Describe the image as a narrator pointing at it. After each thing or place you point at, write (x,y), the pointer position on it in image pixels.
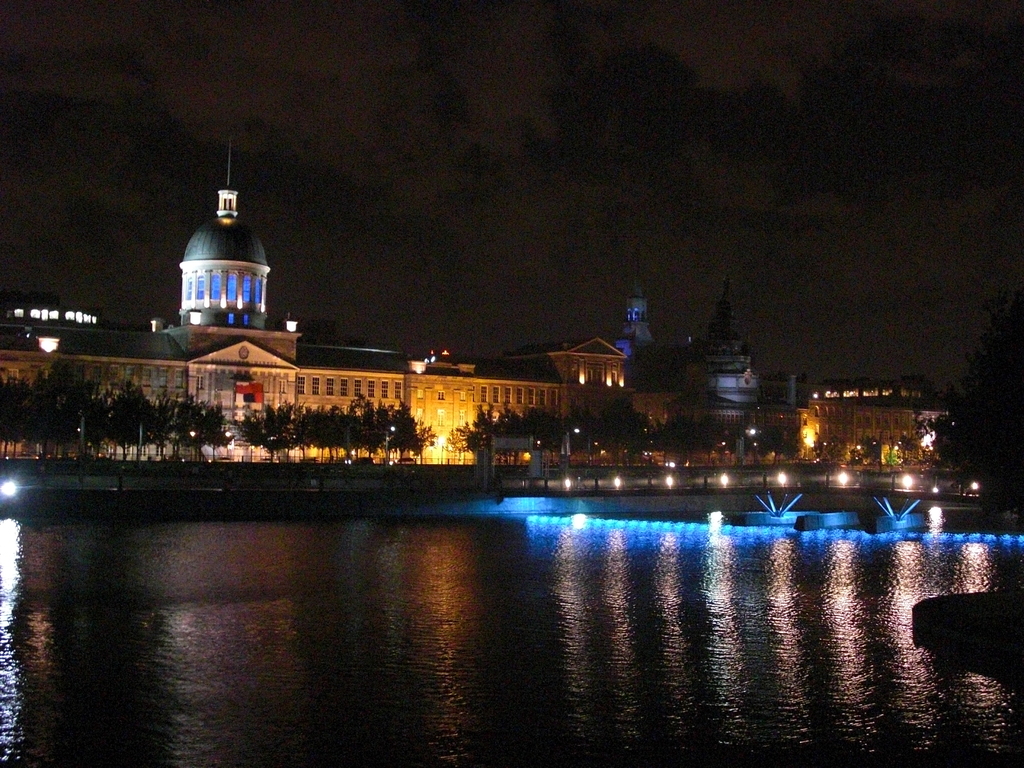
In this picture we can see water (436,537), trees (91,432), buildings (149,380) with windows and in the background (106,177) we can see the sky (790,63).
